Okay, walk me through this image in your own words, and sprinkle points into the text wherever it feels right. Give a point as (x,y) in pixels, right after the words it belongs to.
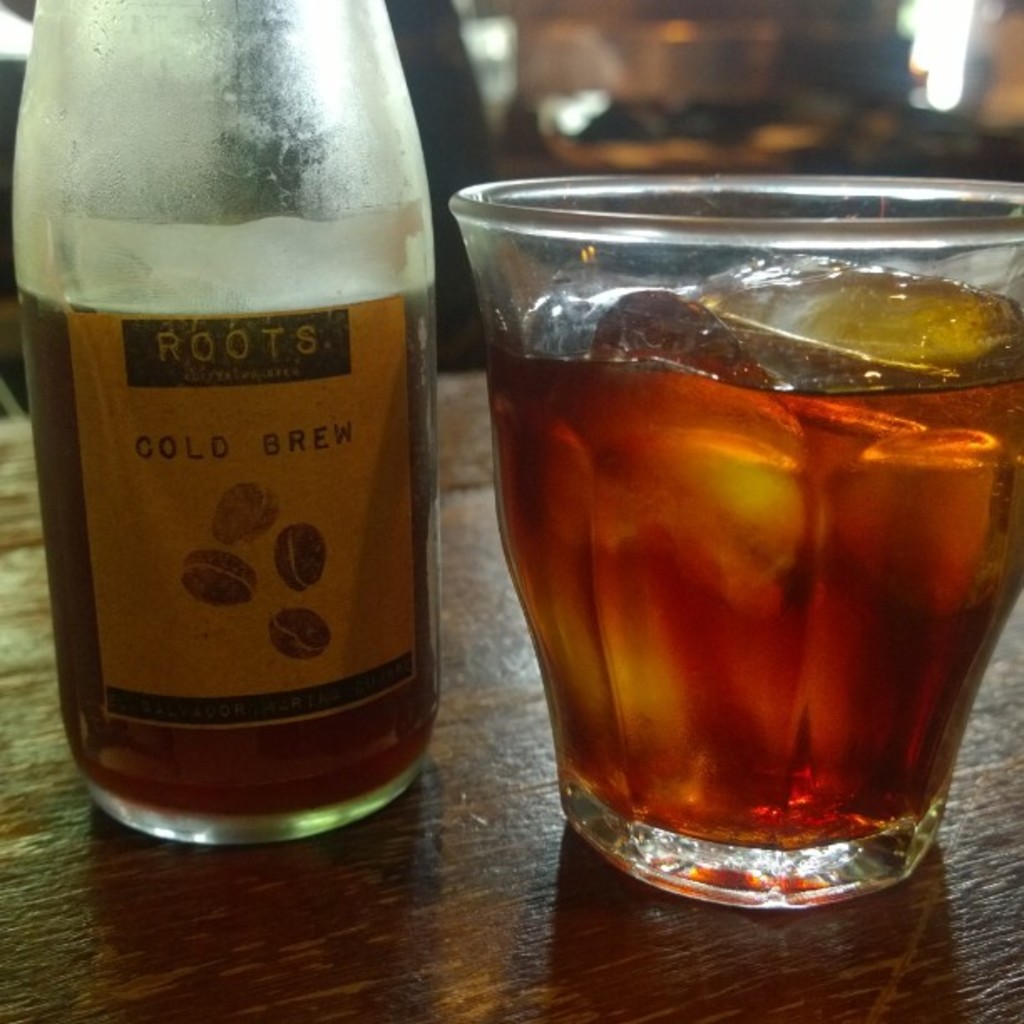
This picture is mainly highlighted with a bottle (325,317), beside to it we can see a glass (876,570) with drink (800,600) and ice cubes (806,349) in it on the table (511,778).
